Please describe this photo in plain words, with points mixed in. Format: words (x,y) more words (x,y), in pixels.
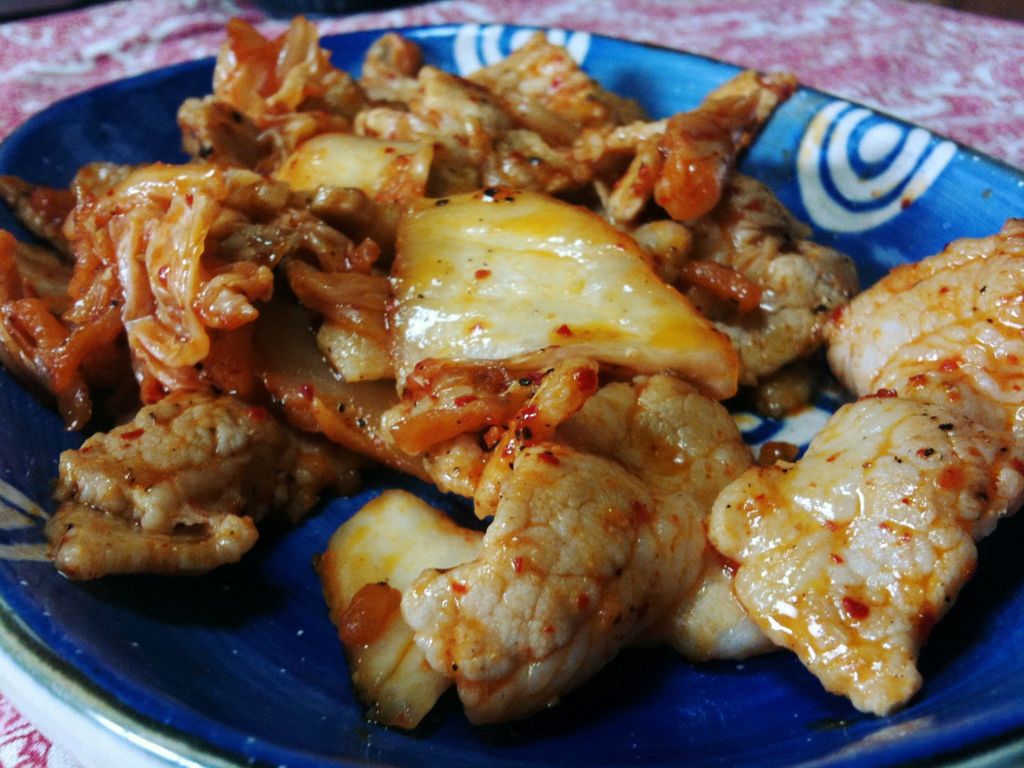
In this picture I can observe some food (451,407) placed in the plate (135,116). The plate (123,126) is in blue color.
